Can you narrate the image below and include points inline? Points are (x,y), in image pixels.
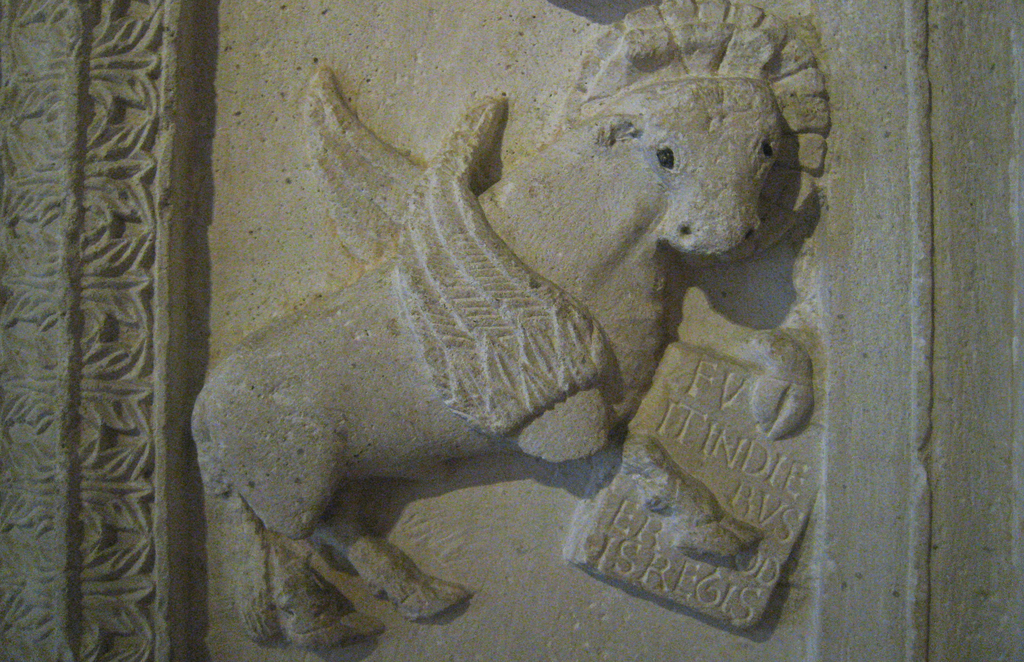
In this image we can see carvings (649,328) on the stone wall (592,660).
